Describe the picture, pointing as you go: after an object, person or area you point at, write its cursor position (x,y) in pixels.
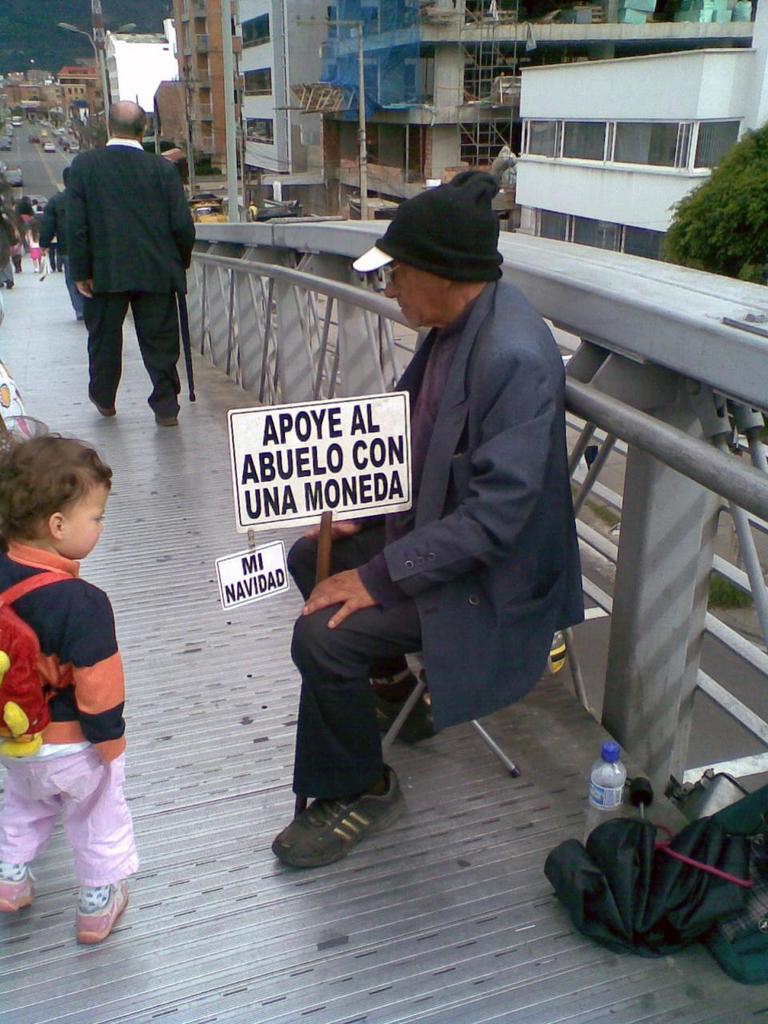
In this picture I can see a man (333,603) sitting on the chair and holding a placard (335,493), there is an umbrella (634,794) and a bottle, there is a bridge (41,340), there is a boy (45,636) standing with a backpack (29,645), there are group of people (75,272), there are buildings (161,49), poles (194,91), lights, there is a tree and there are vehicles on the road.
